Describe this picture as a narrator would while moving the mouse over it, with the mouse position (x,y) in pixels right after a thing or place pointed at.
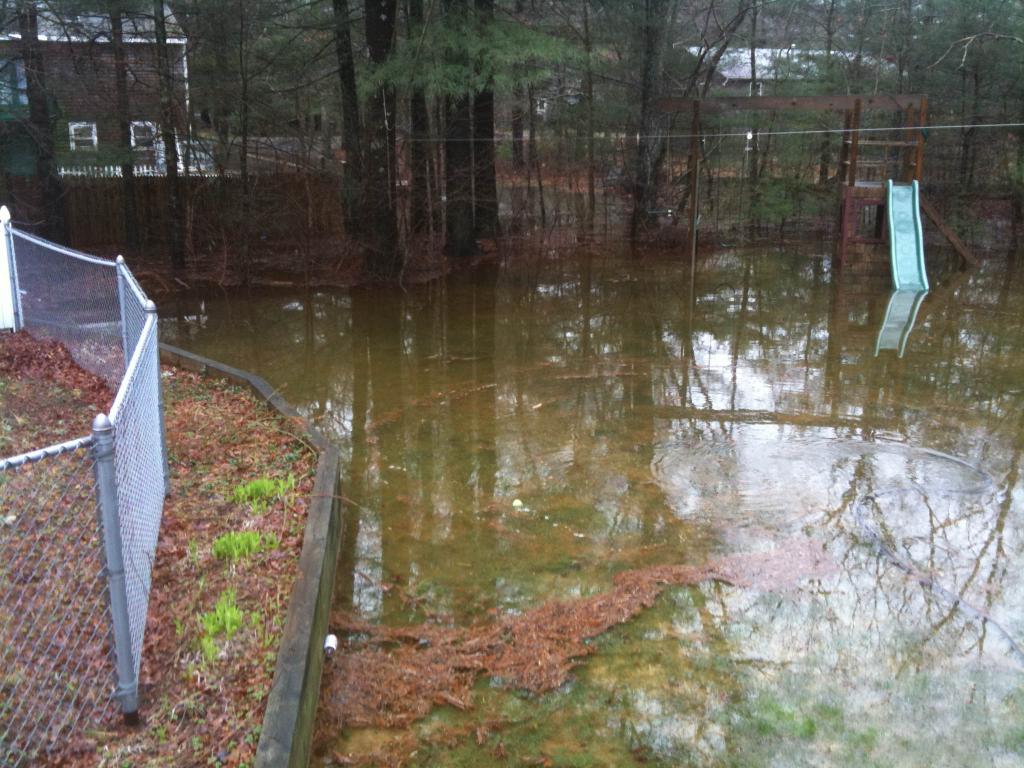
In this picture we can see water (620,323) and a slide (907,219) in water (851,357). We can see some fencing (141,551) on the left side (147,357). There are few houses (187,71) and trees (610,79) in the background (1006,167).
